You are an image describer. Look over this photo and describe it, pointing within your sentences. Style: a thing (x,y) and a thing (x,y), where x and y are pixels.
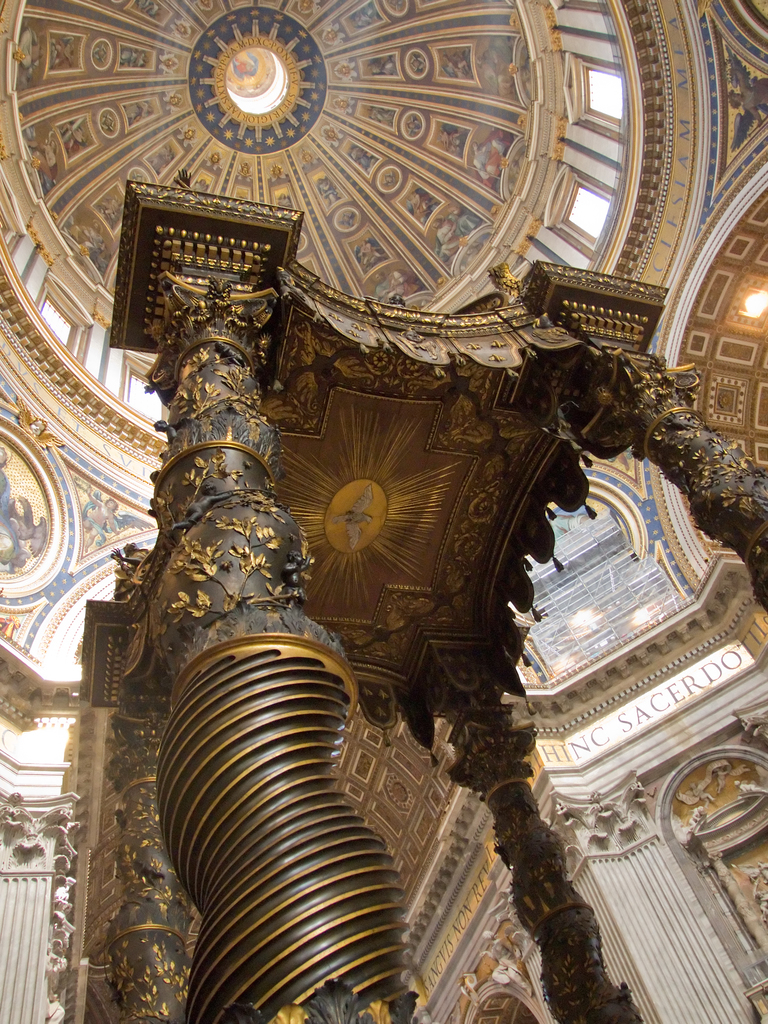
In this image we can see a roof (397,688) with several pillars (276,525) and a wall (756,712).
